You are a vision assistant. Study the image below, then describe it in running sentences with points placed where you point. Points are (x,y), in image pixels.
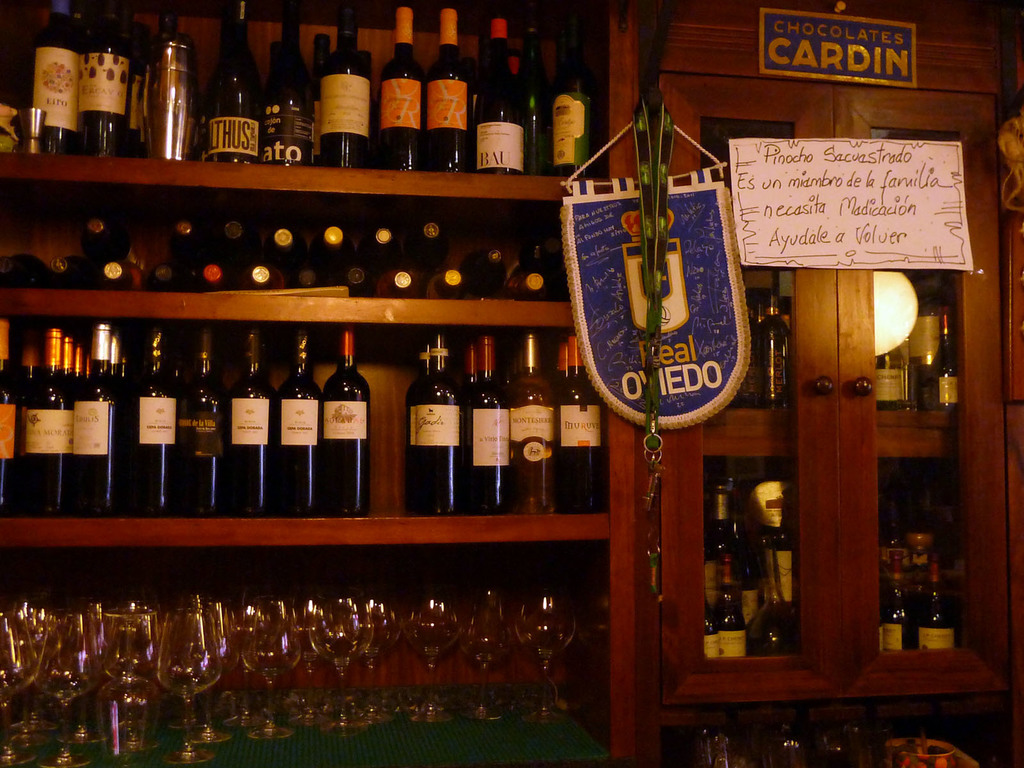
In this image I can see a wine rack (324,352). Inside the wine rack (359,217) there are some bottles (334,428) and glasses (344,650) and there is a board (770,190) attached to the wine rack (746,287).
